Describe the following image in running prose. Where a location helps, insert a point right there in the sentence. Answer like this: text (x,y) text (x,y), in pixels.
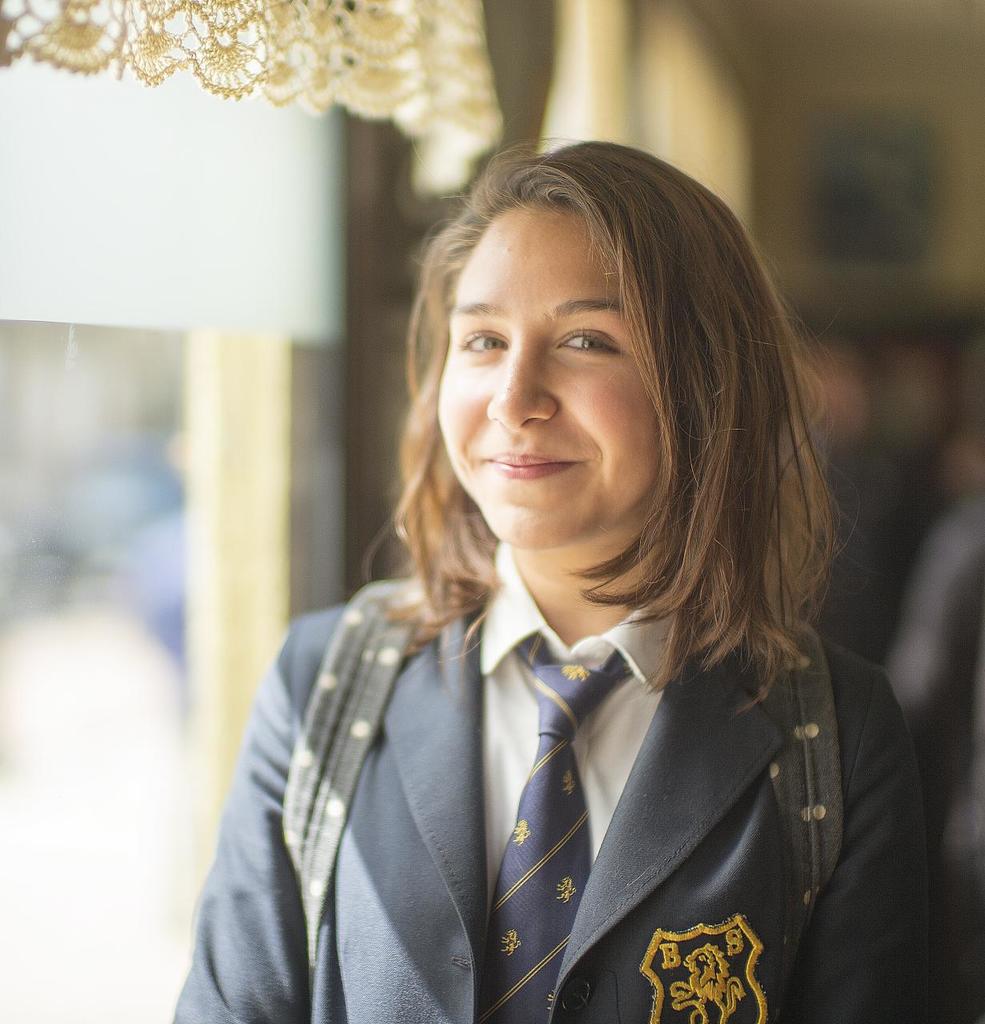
In this picture I can observe a woman (433,720). She is wearing blue color coat (438,811) and tie (550,800). This woman (524,724) is smiling. On the left side (123,597) I can observe a glass (82,524). The background (791,208) is blurred.
